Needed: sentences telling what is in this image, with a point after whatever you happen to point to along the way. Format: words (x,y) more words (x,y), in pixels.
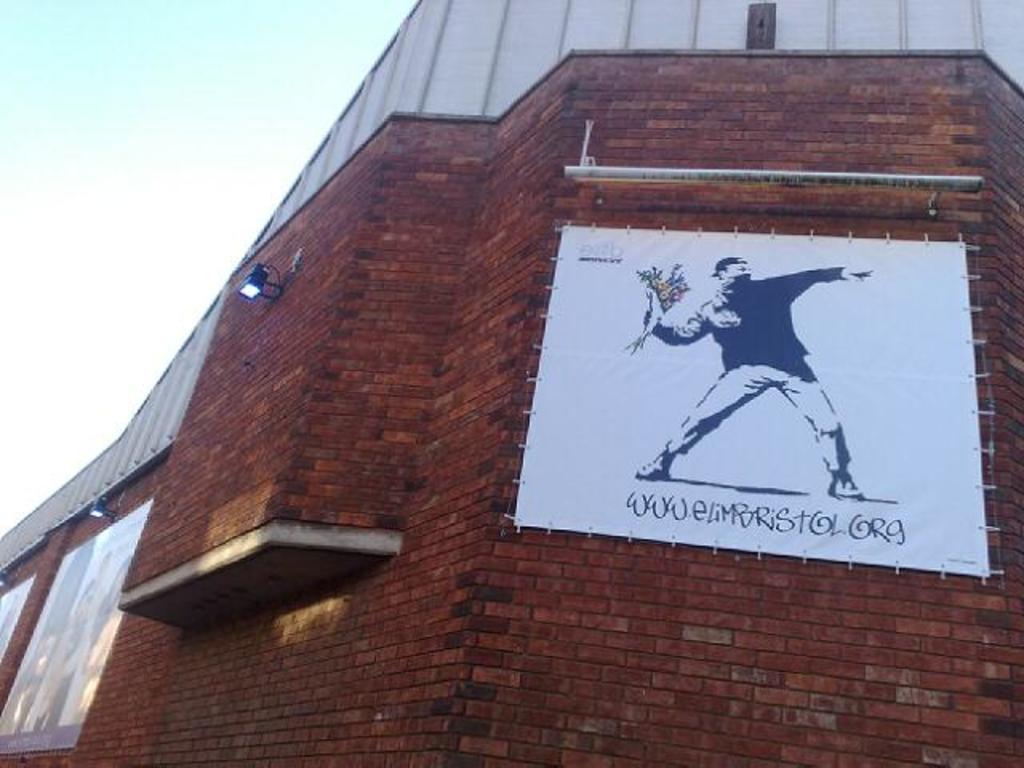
In this image we can see a building (364,398), on the building (775,582) there are few lights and a poster (736,410), on the poster (722,467) there is a picture (742,363) and a text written on it.
